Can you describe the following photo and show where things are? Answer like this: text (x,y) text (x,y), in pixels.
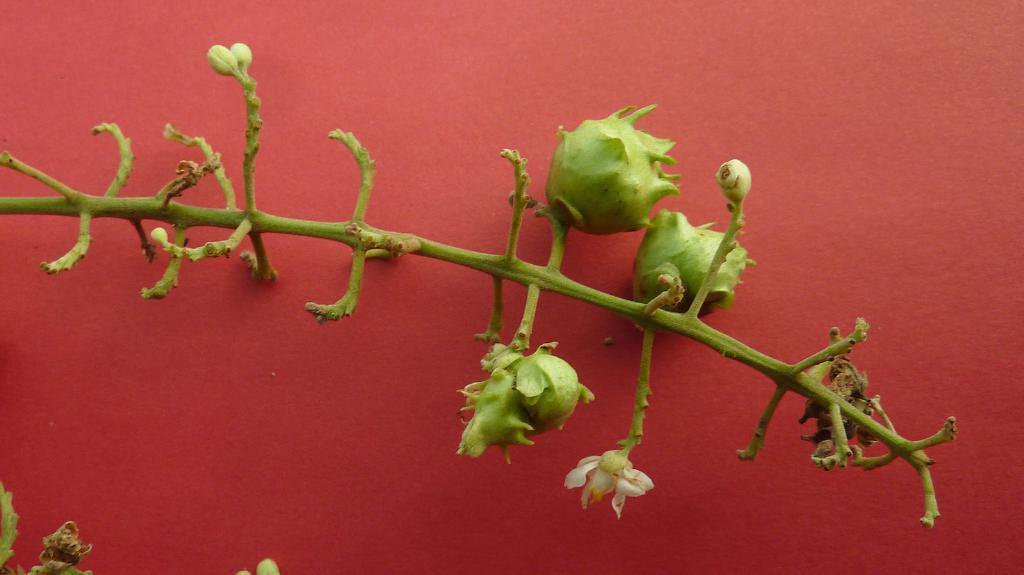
In this picture we can see there are buds (647,259) and a flower (616,458) to the branch (488,259), and the branch (439,246) is on an object (323,51).
